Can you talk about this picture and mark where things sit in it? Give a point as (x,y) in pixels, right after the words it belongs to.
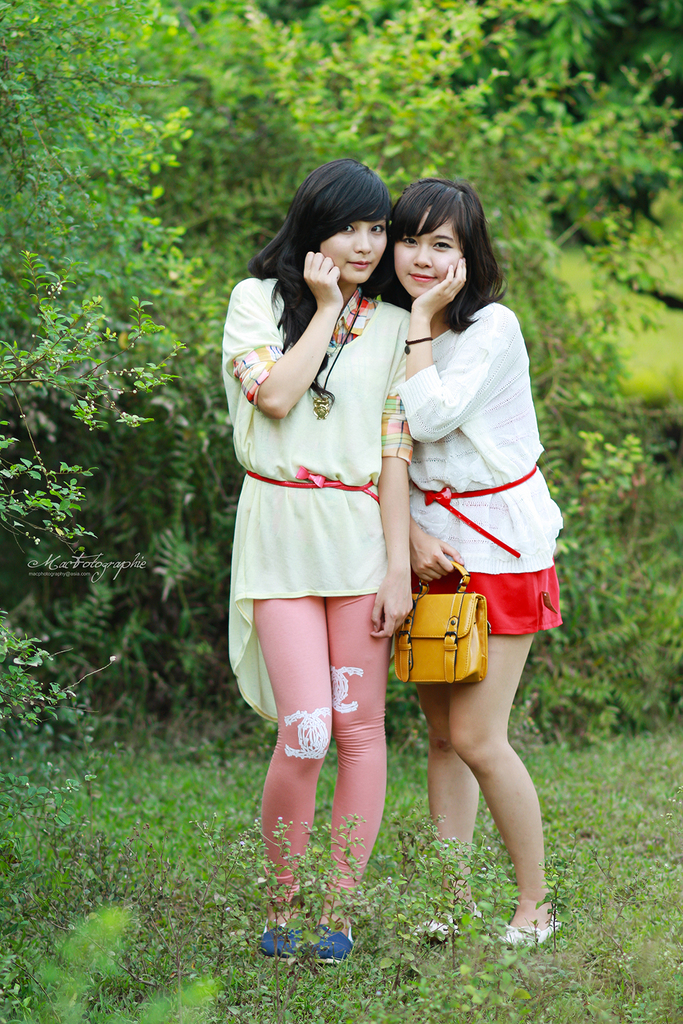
There are two girls (353,505) in this picture. Both of them were smiling, standing on the grass (357,912). In the background (223,223) there are some trees (246,121).
